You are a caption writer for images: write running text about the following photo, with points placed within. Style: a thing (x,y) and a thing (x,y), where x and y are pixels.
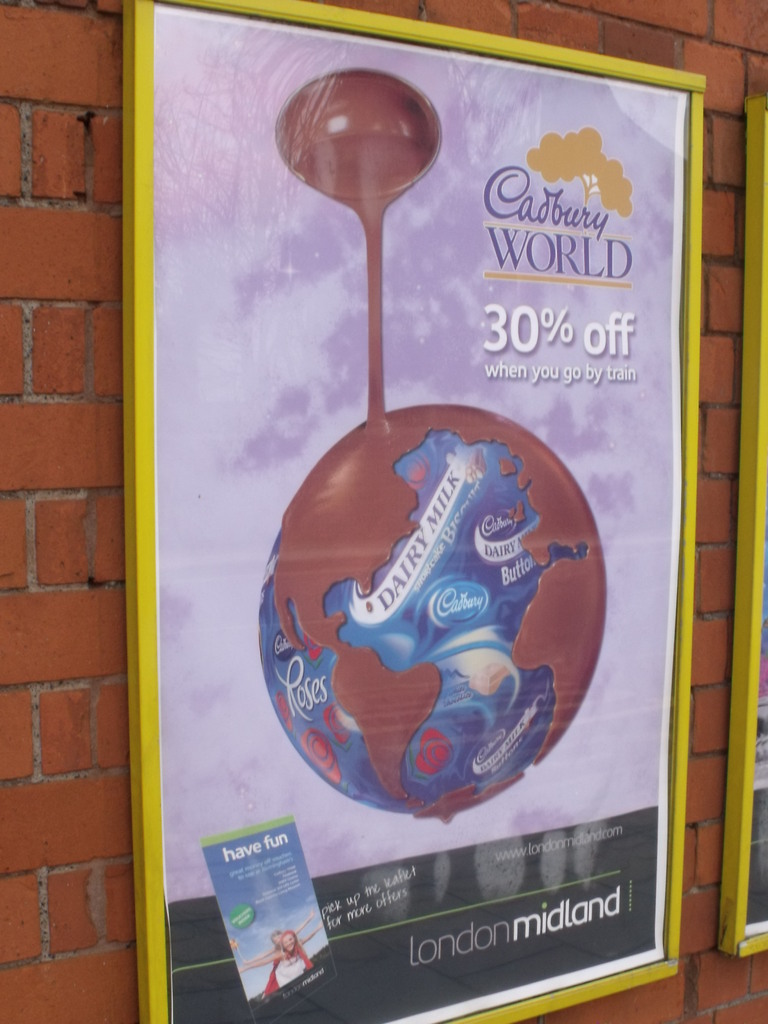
In the picture we can see a brick wall (689,826) on it we can see a board (404,976) with a advertisement (407,712) of cadbury.
